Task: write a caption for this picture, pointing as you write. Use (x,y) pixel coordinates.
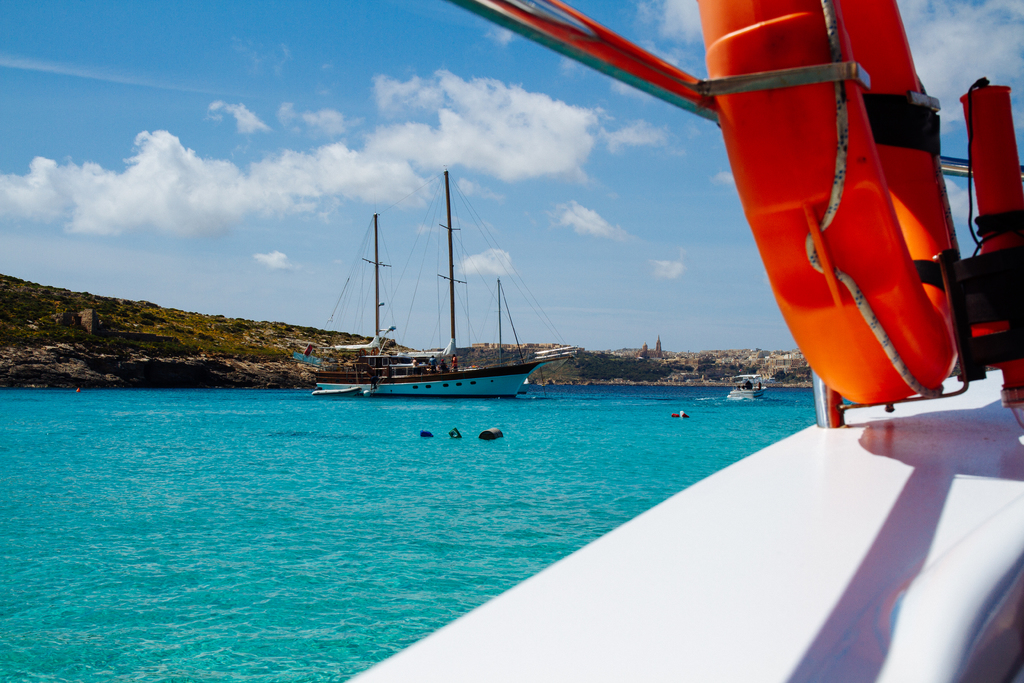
The image is captured from a ship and the ship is on the water surface (388,412), in a distance there are two other ships (482,382), behind them there is a stone surface (238,340).
